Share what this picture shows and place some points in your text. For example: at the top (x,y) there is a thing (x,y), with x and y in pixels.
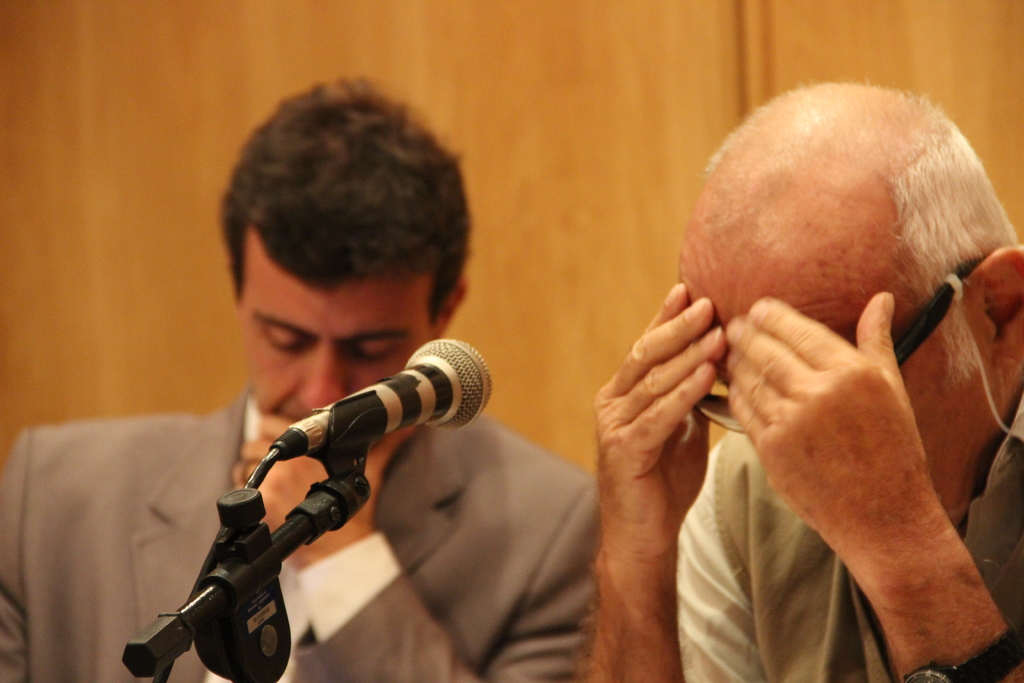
In this image, we can see two men (895,393) sitting and there is a microphone (268,531).
